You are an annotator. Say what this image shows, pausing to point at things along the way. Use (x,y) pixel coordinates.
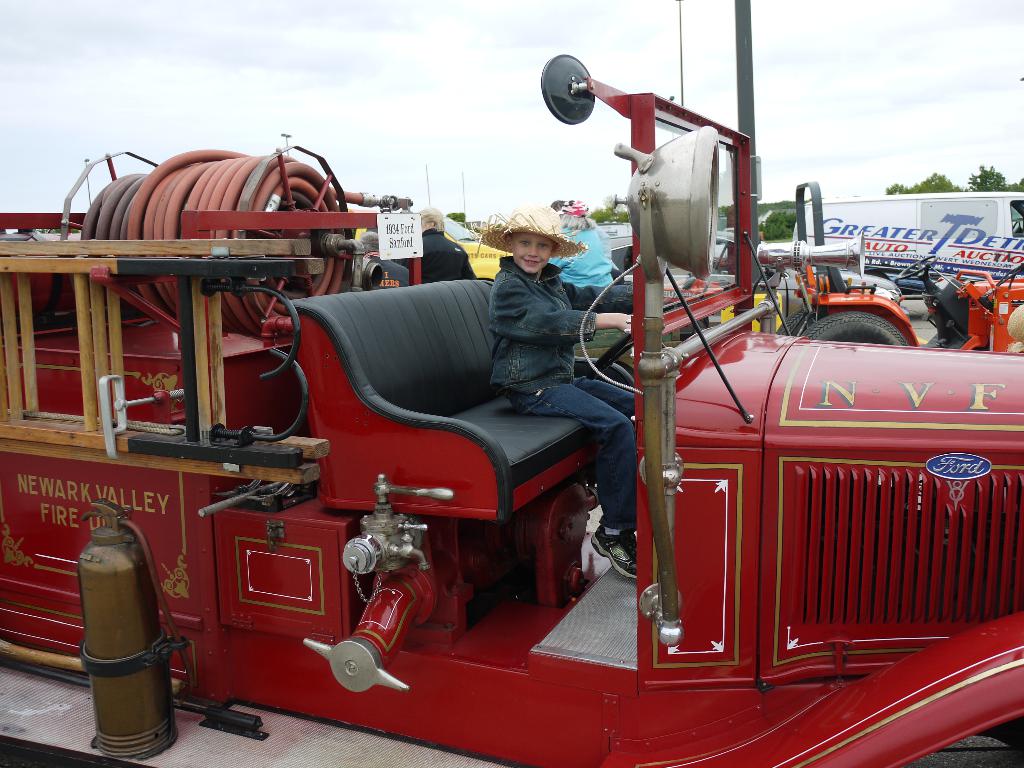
In this image I can see a fire truck (461,437) and in the centre (545,409) I can see a boy (609,390) is sitting. I can see he is wearing black color jacket (536,333), jeans (612,403), shoes (611,544) and a hat (535,227). In the background (964,289) I can see few more vehicles (970,234), few trees (1000,184), few people (572,258), clouds (567,35) and the sky (437,48).
